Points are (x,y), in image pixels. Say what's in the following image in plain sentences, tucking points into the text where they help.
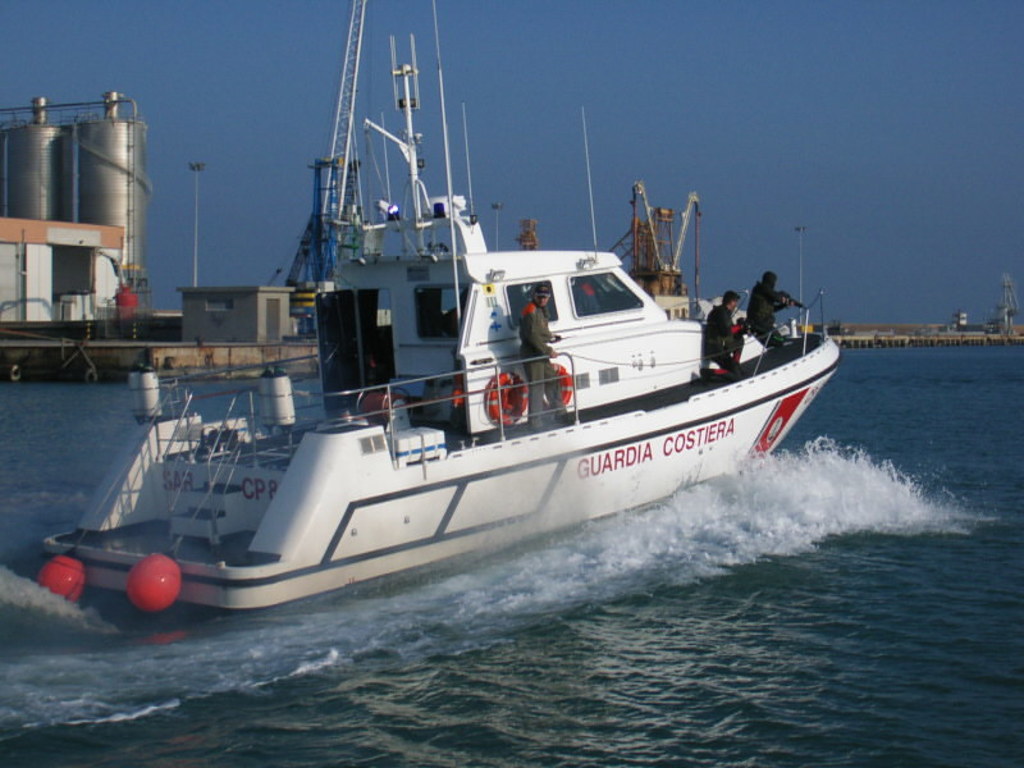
In this image we can see few persons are on the boat (323,436) on the water (633,751) and we can see swimming rings (509,420), railings (347,420), poles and objects (142,410). In the background (101,145) we can see huge cylindrical tanks (104,174), metal objects (142,300), buildings (101,261), poles (797,228) and the sky (924,282).
